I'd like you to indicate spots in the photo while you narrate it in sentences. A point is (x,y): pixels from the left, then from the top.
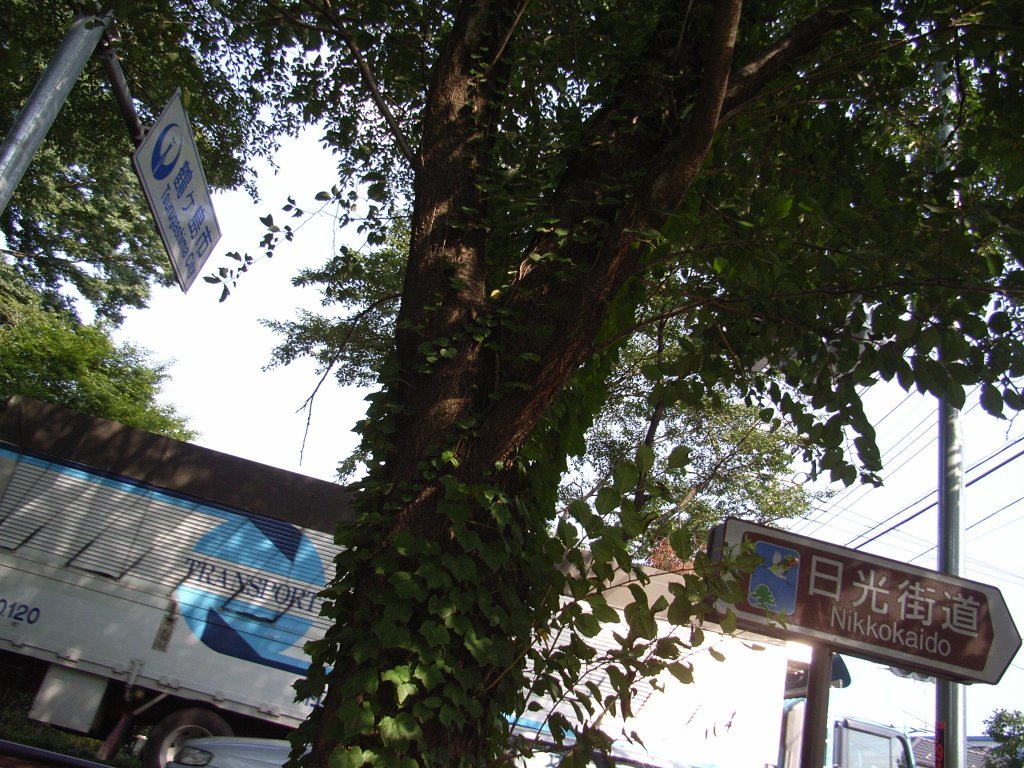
In the picture there is a tall tree (485,300) and behind the tree (392,689) there is a vehicle (228,605) and two direction boards (768,547) and in the background (297,318) there is a sky (297,318).
